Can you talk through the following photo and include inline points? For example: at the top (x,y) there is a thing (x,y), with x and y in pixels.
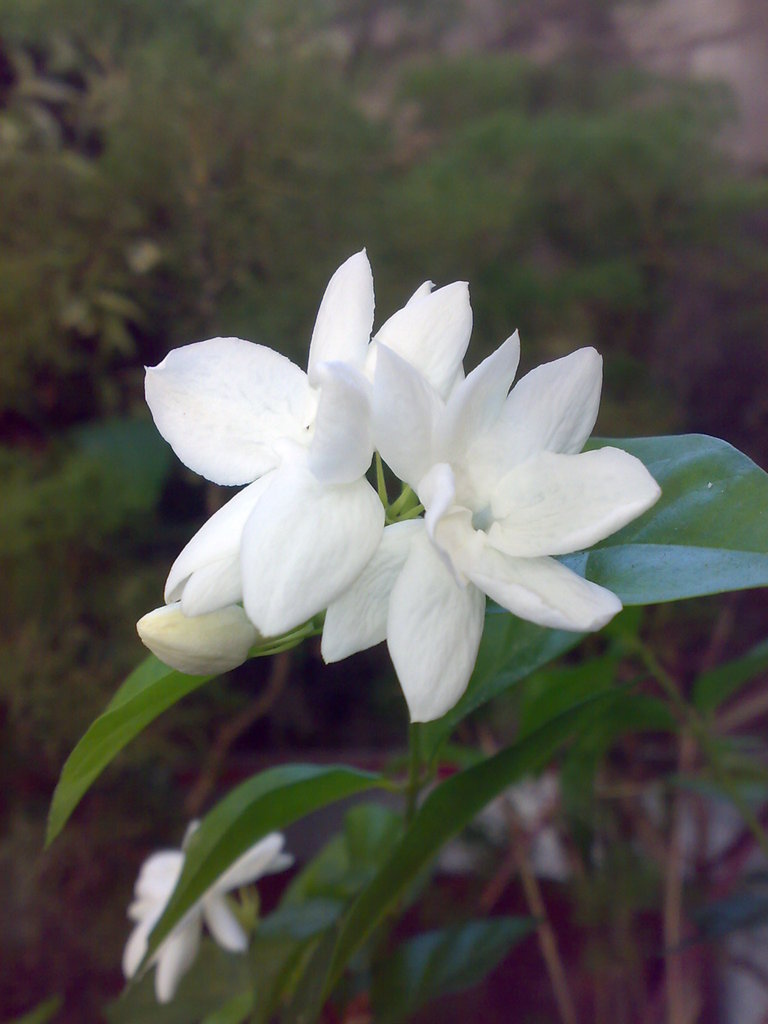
This is a zoomed in picture. In the center (387,517) we can see the plants (350,768) and the white color flowers (423,476). In the background (255,143) we can see the grass (416,150) and the plants (478,98).
